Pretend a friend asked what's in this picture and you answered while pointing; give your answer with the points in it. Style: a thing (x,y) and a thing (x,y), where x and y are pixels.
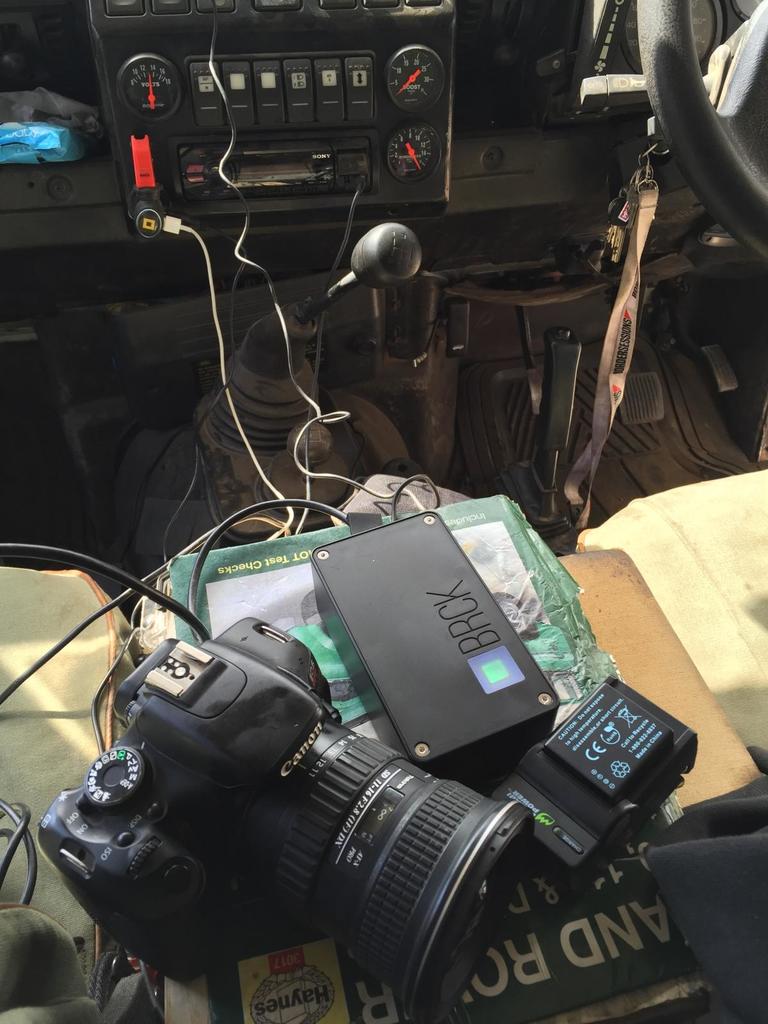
The image is taken inside the vehicle (692,680). There is a camera (329,715), battery (655,764) and an object (503,750) placed on the seat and we can see wires (236,258).
